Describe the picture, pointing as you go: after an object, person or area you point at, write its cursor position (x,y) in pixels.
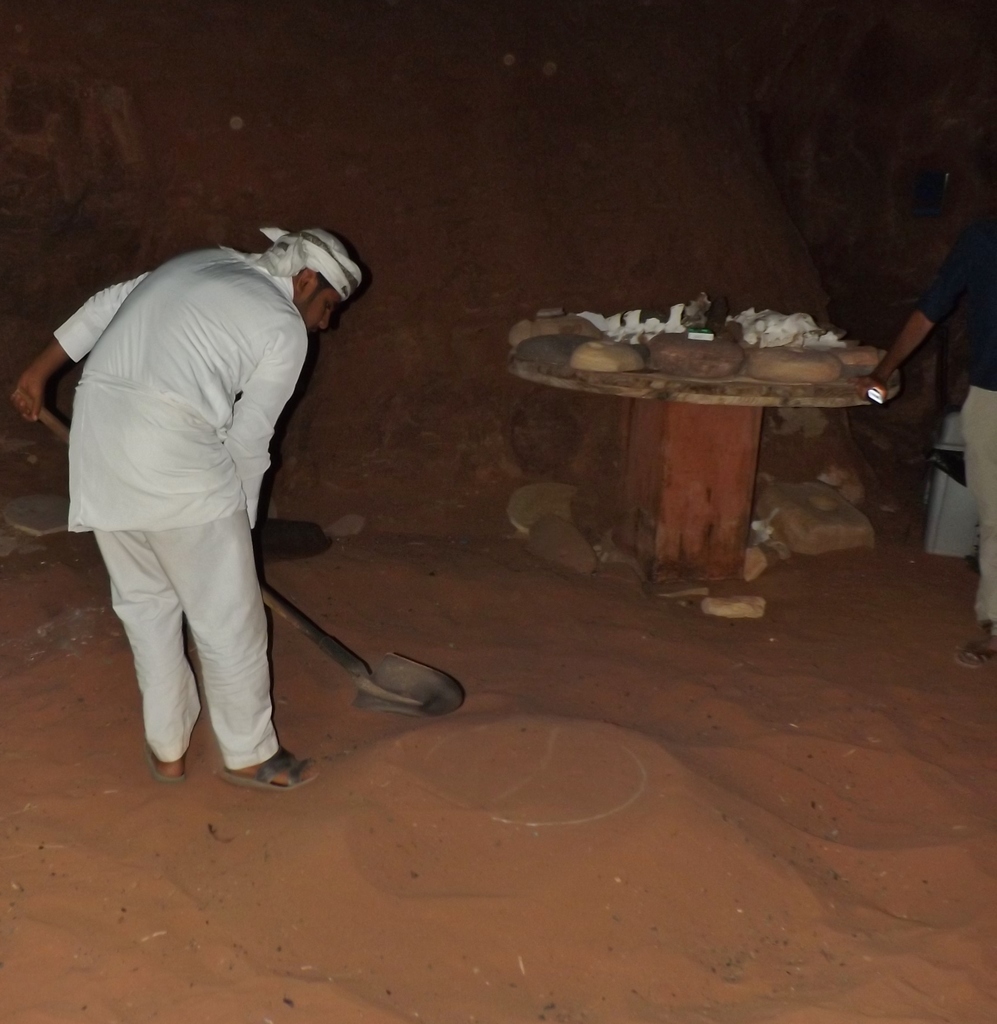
In this image I can see a man (162,636) is standing on the left side (154,321) and I can see he is holding an equipment (344,654). I can see he is wearing white colour dress (179,449) and on his head (322,276) I can see white colour cloth (339,240). On the right side of this image (996,639) I can see one more person (971,298) is standing and on the table (646,403) I can see number of things (699,337).
